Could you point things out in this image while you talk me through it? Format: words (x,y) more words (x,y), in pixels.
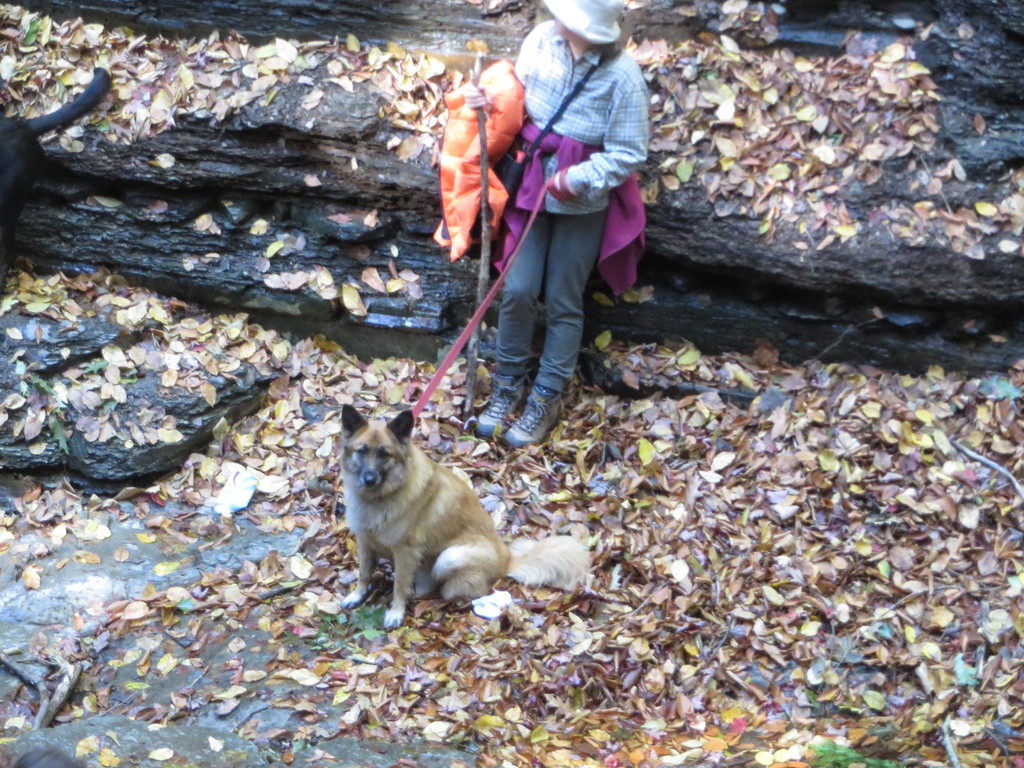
In this picture we can see a person (554,232) is standing and holding a stick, there is a dog (423,528) in the front (426,497), at the bottom (774,590) there are some leaves (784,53), this person (549,110) is wearing a cap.
